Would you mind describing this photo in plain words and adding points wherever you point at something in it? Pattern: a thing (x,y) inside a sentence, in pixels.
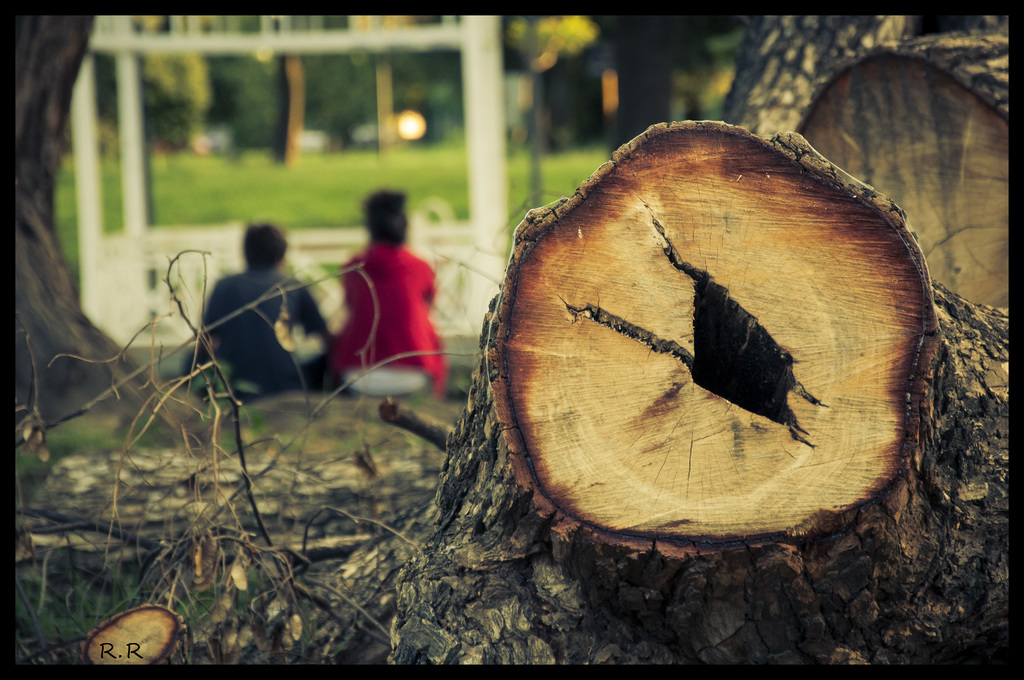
In this picture we can see two persons (348,289) sitting, on the left side (30,131) there is a tree (40,123), we can see grass (298,179) in the background (251,190), there is some wood (705,382) in the front (594,517).
